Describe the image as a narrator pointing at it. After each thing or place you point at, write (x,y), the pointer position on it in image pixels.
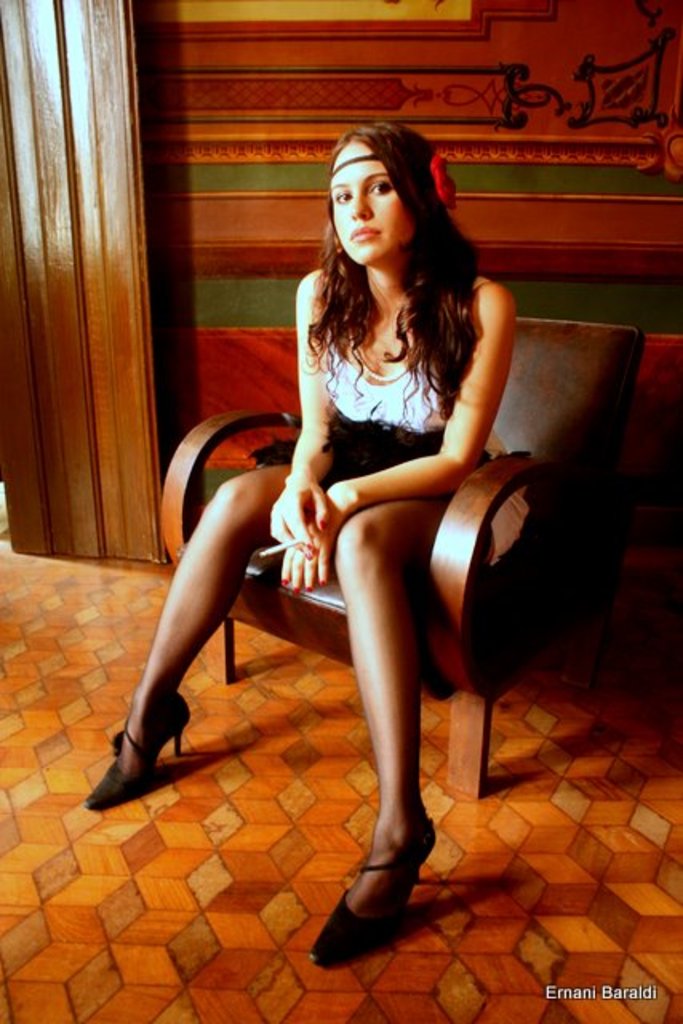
In the picture we can see women (375,560) wearing white and black color dress (364,431) sitting on a chair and in the background (371,52) there is a wall (238,202).
